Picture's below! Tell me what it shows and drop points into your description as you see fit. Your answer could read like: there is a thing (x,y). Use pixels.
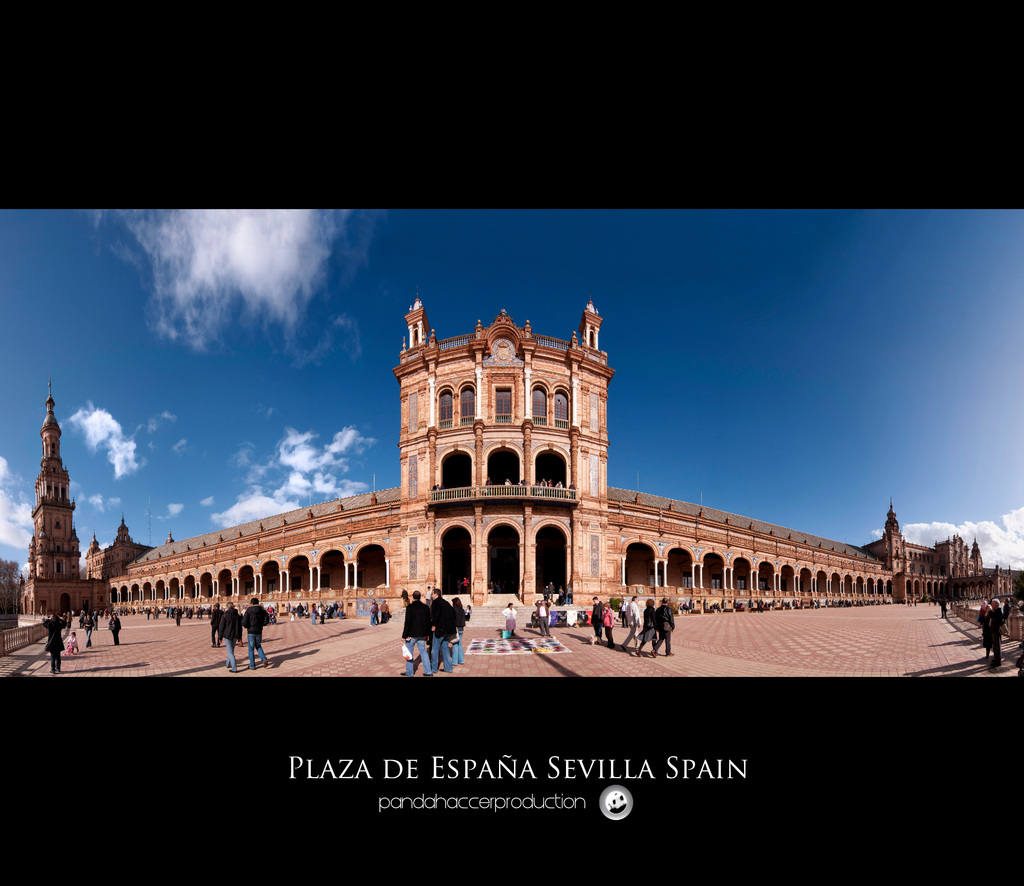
In this image we can see a fort (389,554). We can also see the people (328,614), path (772,617), trees (7,589), railing (30,636) and also the sky (800,334) with some clouds (284,256). At the bottom (495,771) we can see the text (409,771) and also the logo (616,811).
